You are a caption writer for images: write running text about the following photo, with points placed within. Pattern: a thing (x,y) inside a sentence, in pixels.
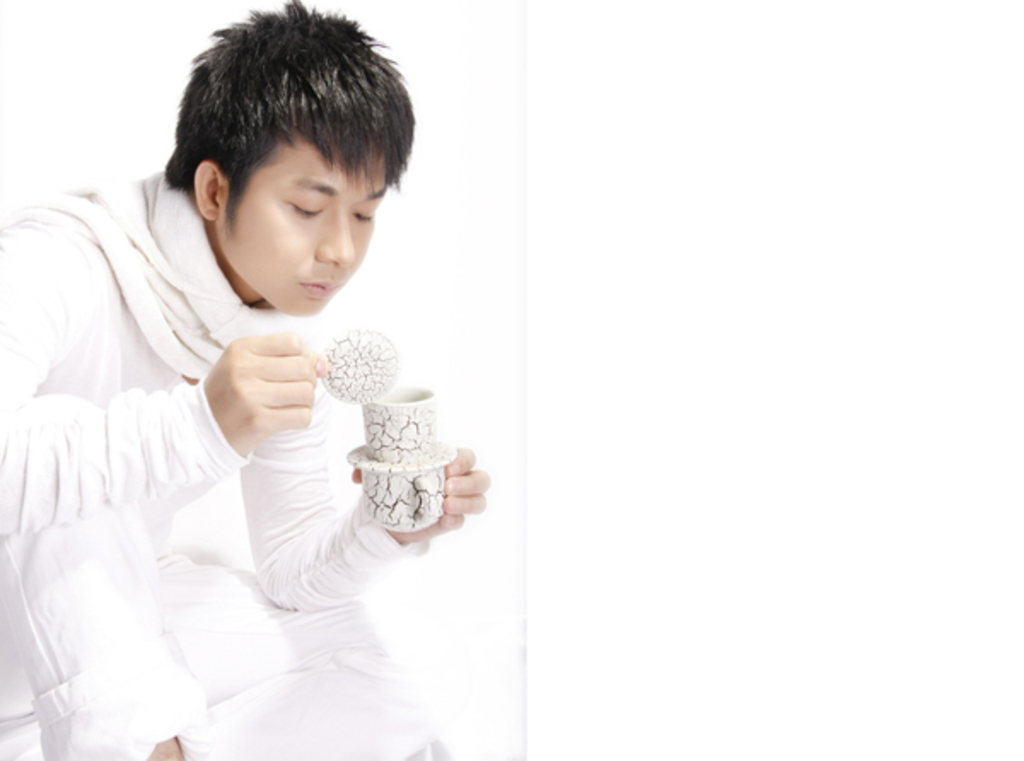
In the image, there is a man (121,436) wearing white dress (117,463), he is holding two cups (408,455) in his hand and the background of the man (129,451) is white.
